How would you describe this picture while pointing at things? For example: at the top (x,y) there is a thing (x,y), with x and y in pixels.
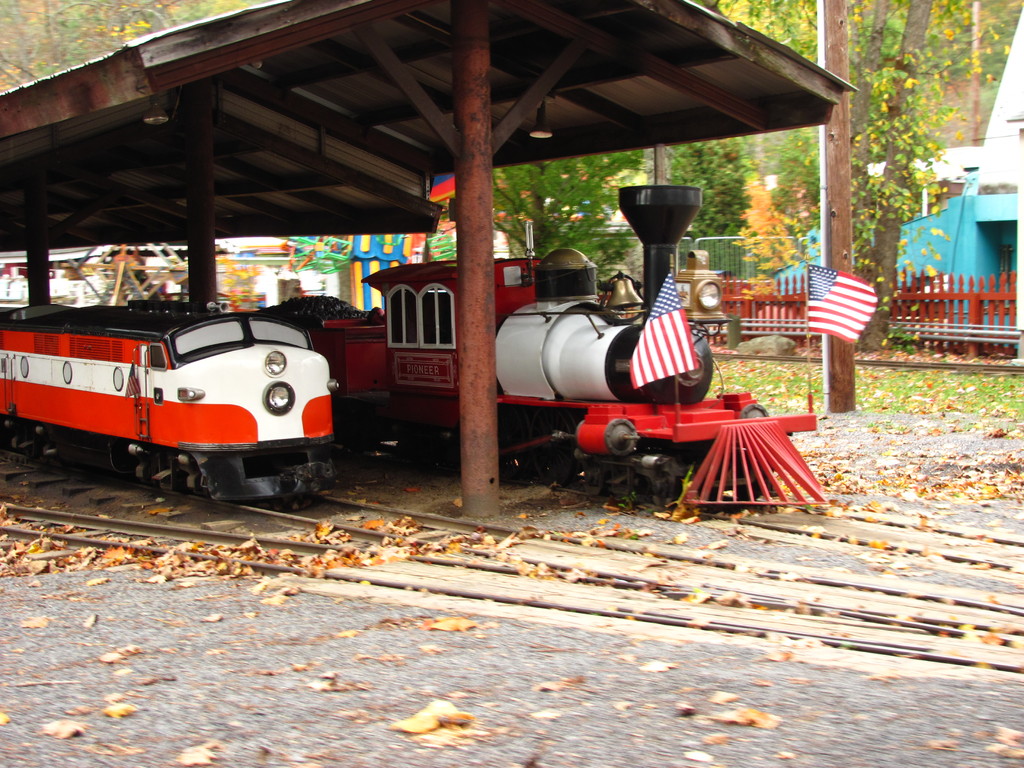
This is an outside view. On the left side (199,420) there are two toy trains (293,400) under the shed (444,166). At the bottom (595,564), I can see the tracks (426,583) and dry leaves (199,563) on the ground (289,698). In the background (953,321) there is a fencing (771,303), trees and buildings (939,223).
